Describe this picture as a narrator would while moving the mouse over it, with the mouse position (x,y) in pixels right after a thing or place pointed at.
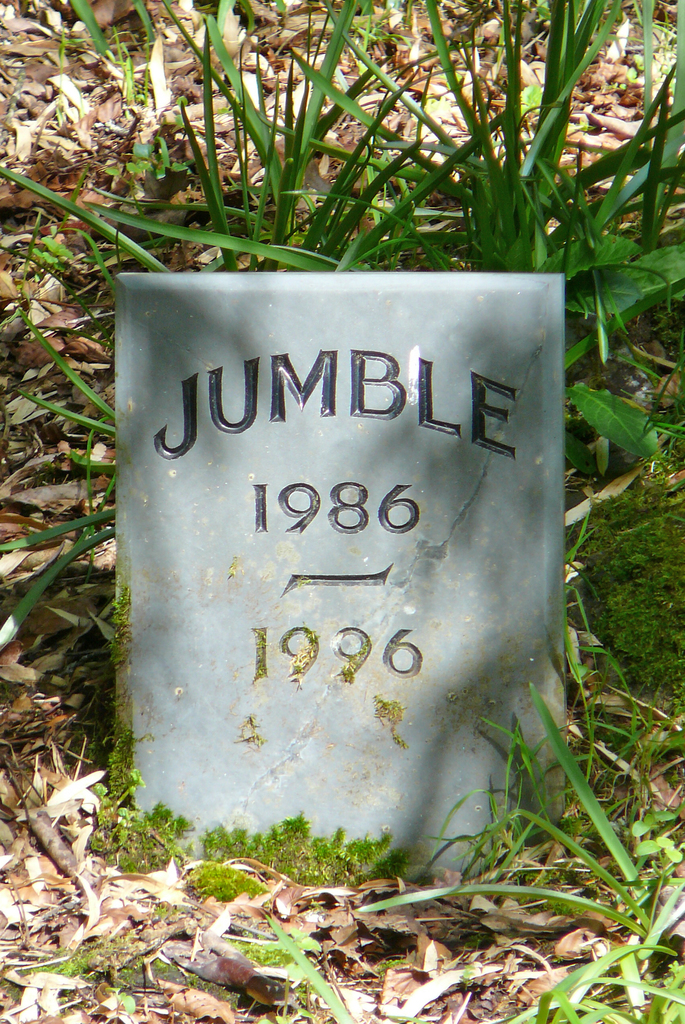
Here we can see texts (333,518) written on a stone plate (324,569) which is on the ground (39,369) and the ground (487,1014) we can see leaves (49,60) and plants (642,864).
